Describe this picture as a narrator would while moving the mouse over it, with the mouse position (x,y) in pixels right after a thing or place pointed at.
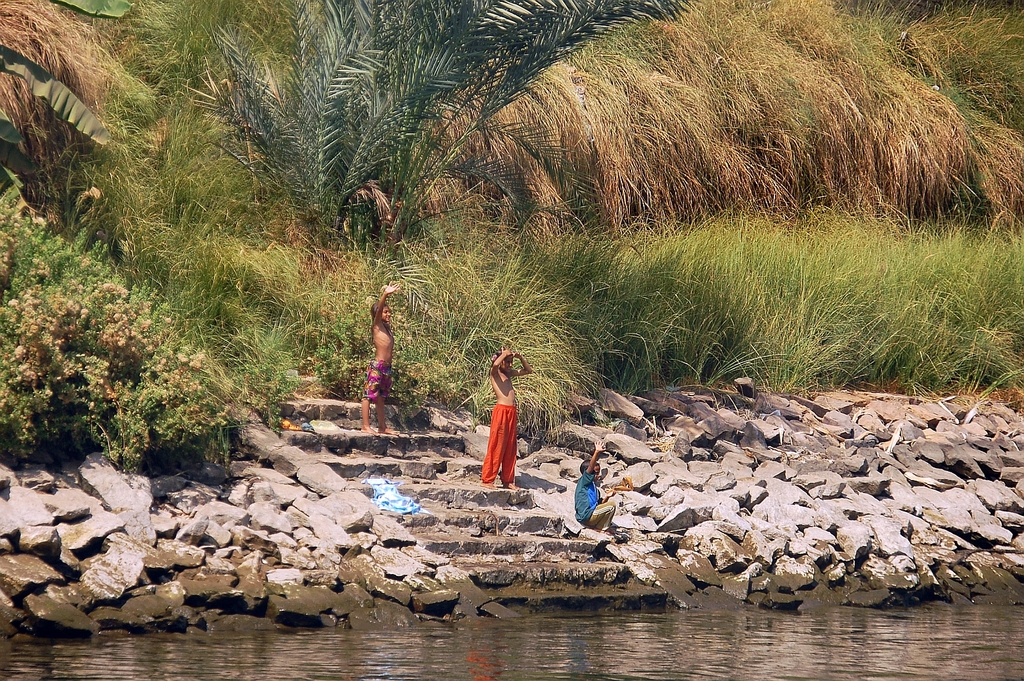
In the image we can see there are children's (387,362), two are standing and one is sitting, here we can see the stairs (431,510) and stones (376,513). Here we can see the water (712,627), grass (693,290) and plants (446,109).
